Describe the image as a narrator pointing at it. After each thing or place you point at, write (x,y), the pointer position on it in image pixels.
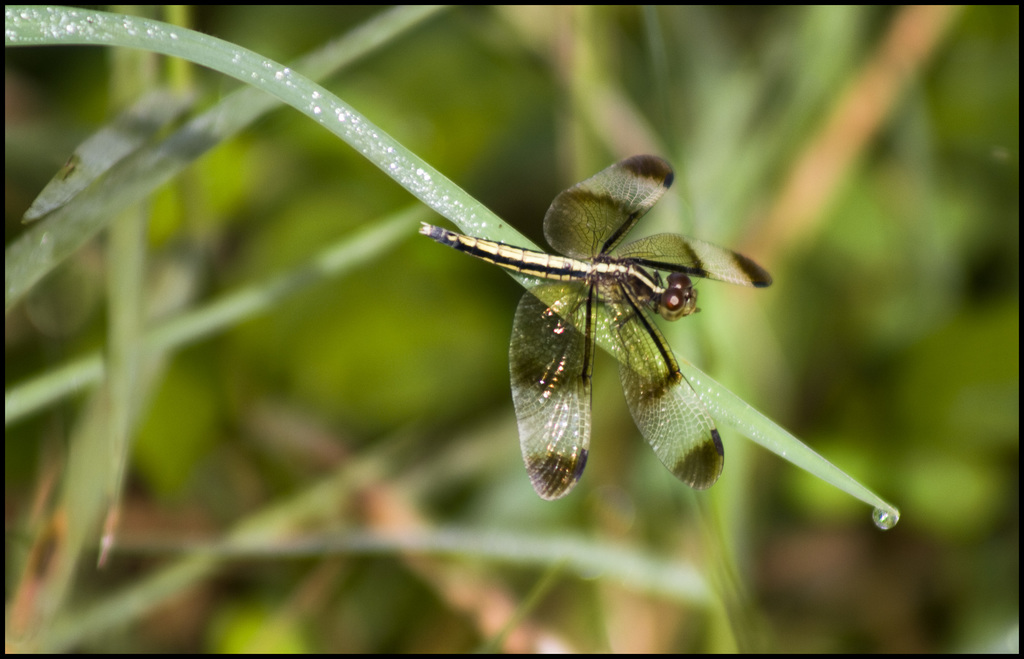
In the image we can see there is a dragonfly (562,282) sitting on the leaf (573,307) of the plant (34,18).
